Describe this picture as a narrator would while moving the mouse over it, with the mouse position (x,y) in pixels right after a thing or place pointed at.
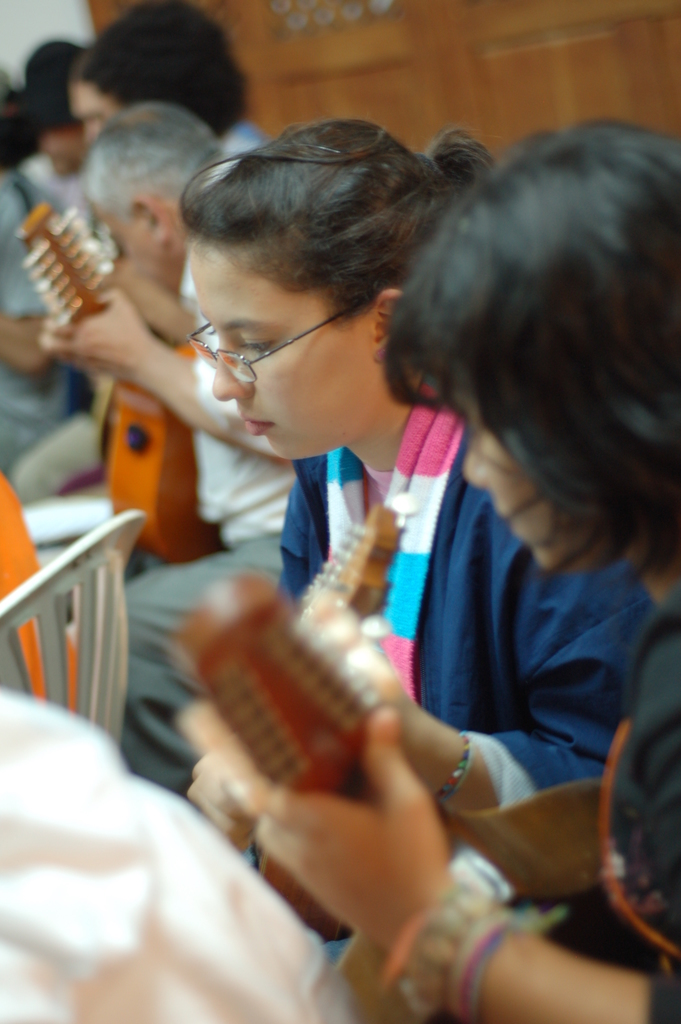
In this image we can see people (443,728) playing musical instruments (513,884). I think, there is wooden door (654,86) in the background (470,75).
